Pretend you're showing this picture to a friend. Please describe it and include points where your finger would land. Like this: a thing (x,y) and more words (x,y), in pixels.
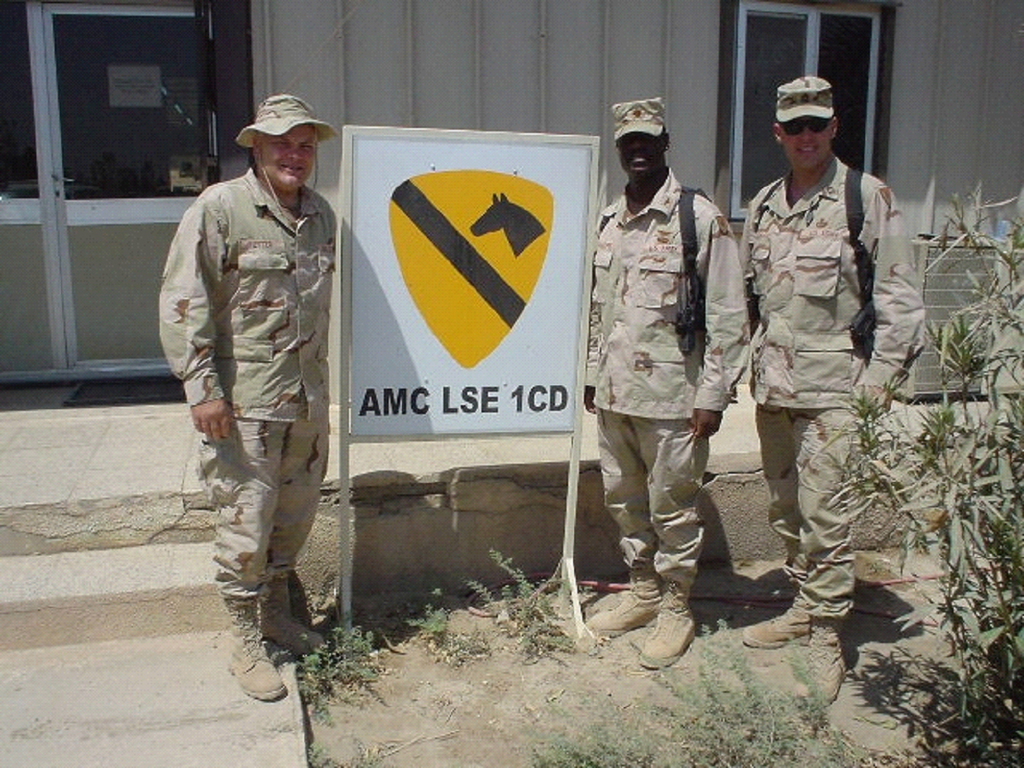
In this image we can see three persons (612,374) are standing on the ground (650,708) at the board (452,356). In the background (81,231) we can see doors (98,168), windows (743,69), objects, wall (454,116) and there are plants (992,502) on the ground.
